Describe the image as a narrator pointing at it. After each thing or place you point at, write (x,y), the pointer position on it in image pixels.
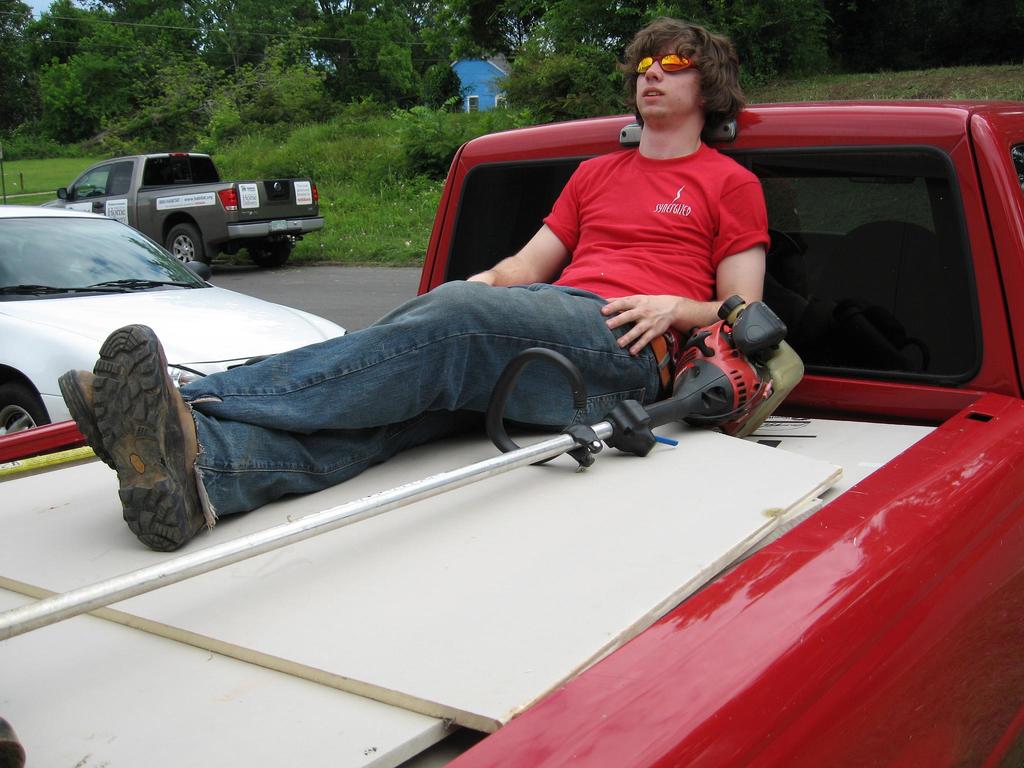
In this picture, the man (606,299) in red T-shirt (653,267) is sitting on the red color vehicle (781,651). We see white boards (514,610) and a trimmer (668,401) are placed in the vehicle (779,630). Beside that, we see two vehicles (213,222) are parked beside the road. In the background (479,90), there are trees (407,100) and a building (497,87) in blue color.
